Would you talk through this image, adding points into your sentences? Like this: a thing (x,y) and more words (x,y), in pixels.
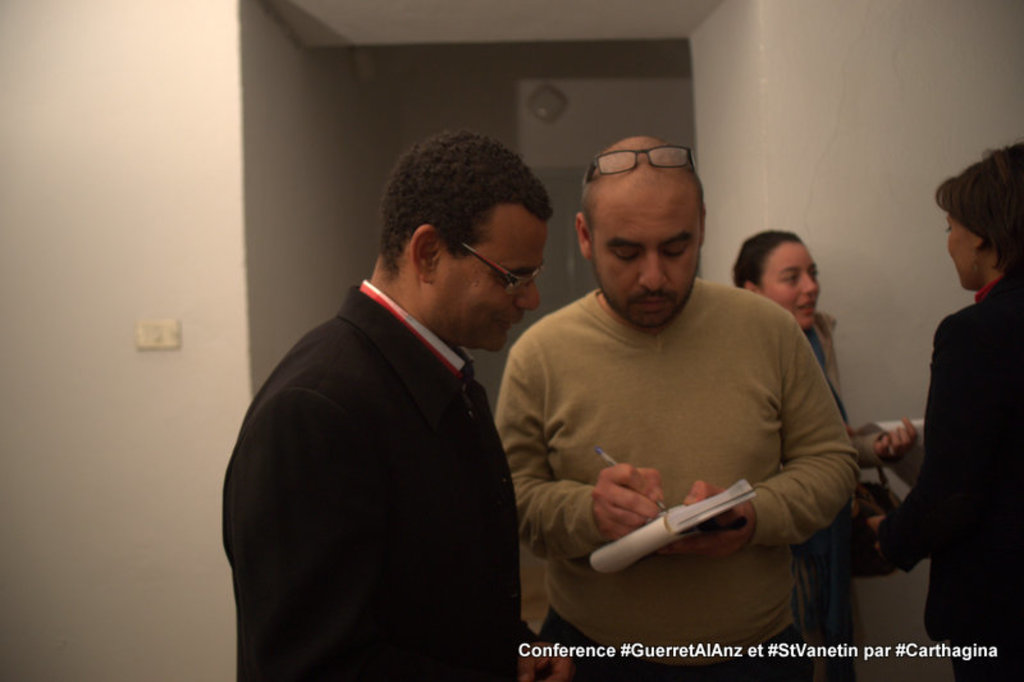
In this picture we can see four people (696,419), one person (692,429) is holding a pen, book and a woman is holding an object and in the background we can see a wall (861,9) and some objects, in the bottom right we can see some text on it.
